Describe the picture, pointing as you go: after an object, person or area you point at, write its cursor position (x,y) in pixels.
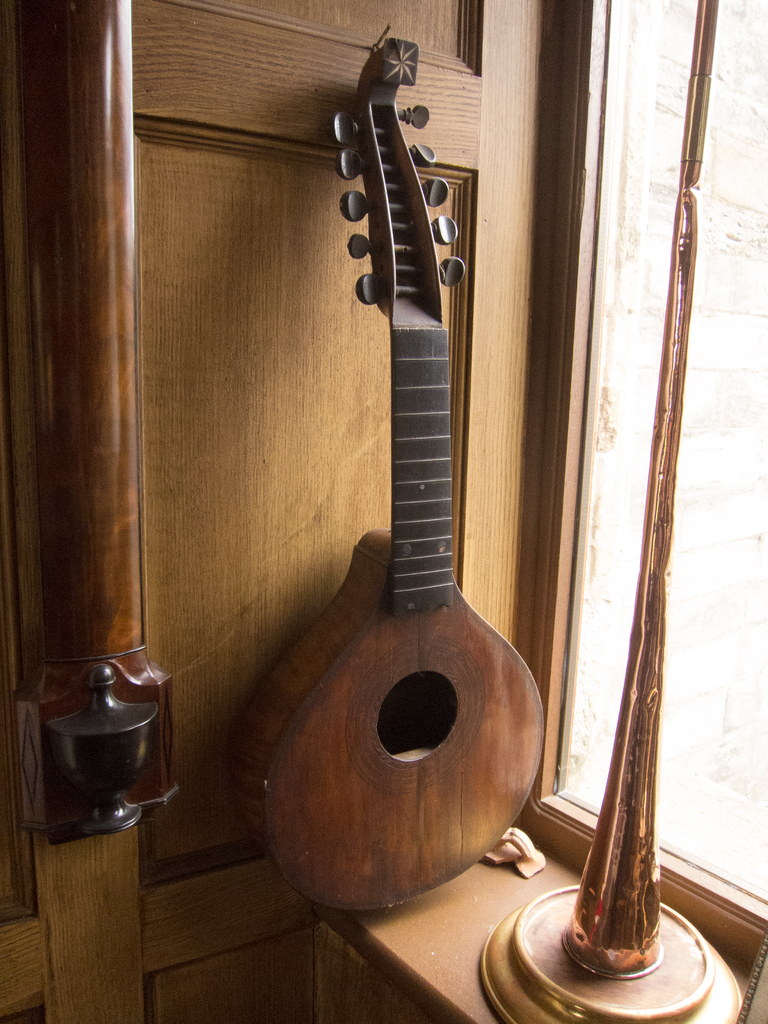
This is a guitar (401,583) placed on a sill (492,914) at the window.
